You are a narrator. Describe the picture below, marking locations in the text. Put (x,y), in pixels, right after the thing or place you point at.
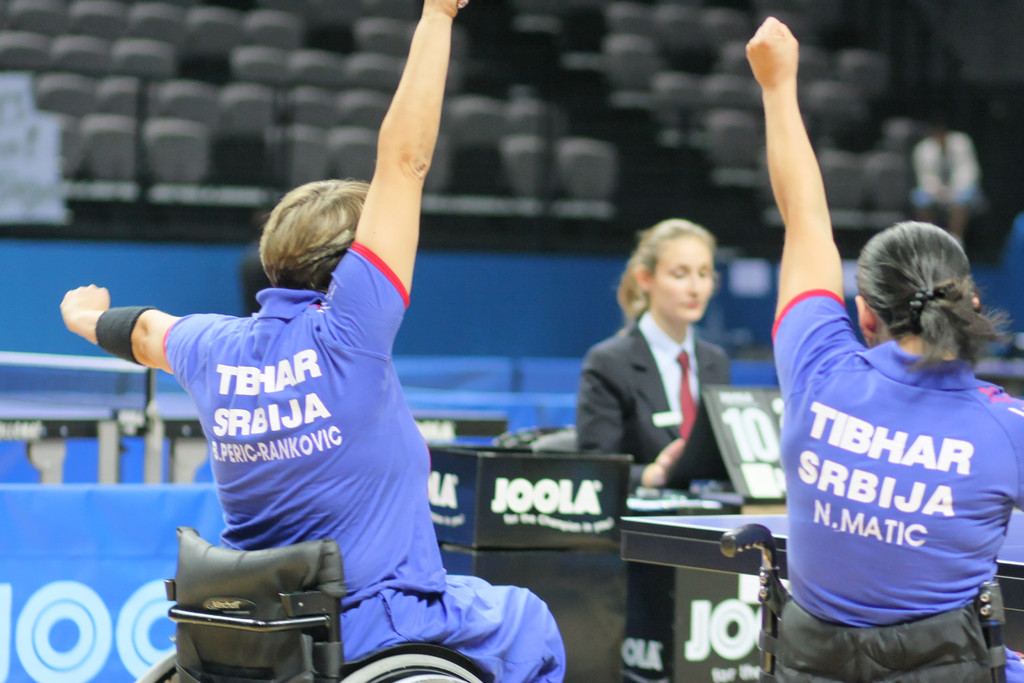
In this image we can see there are three people (675,436) sitting on the chair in that two are wearing violet T-shirt (841,503) are raising their hands (769,48) to the top of the image (780,31). In the background of the image (522,145) there are chairs (187,124).
